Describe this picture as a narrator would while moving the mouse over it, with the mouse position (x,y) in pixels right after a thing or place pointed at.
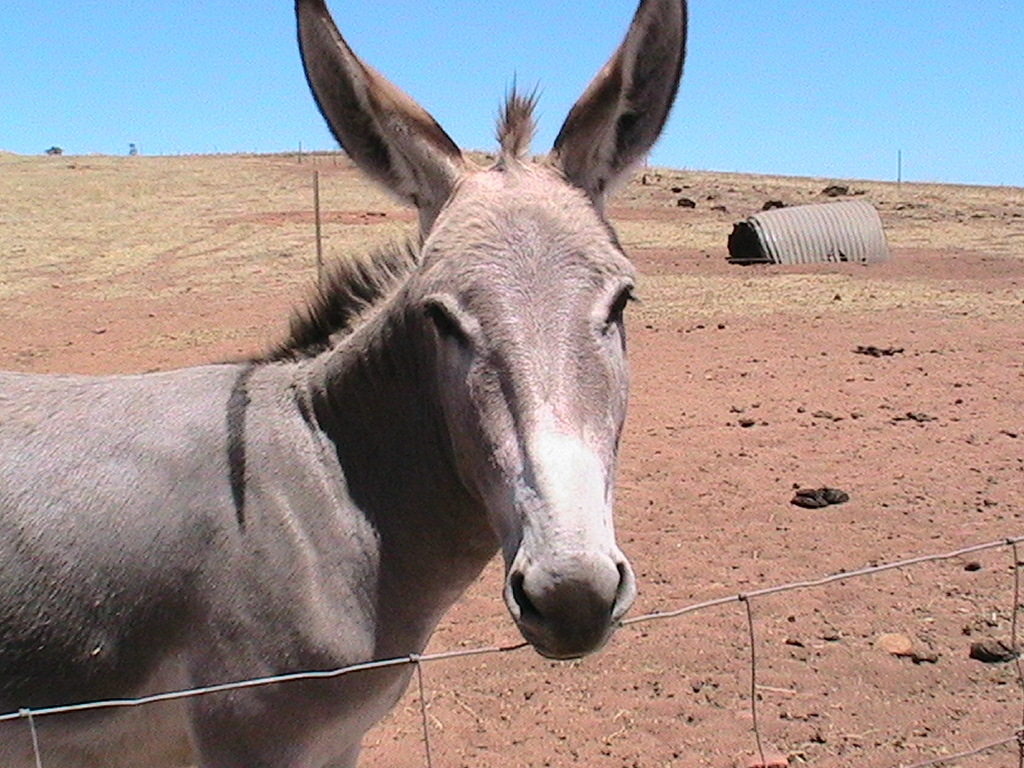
At the bottom of the image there is a wire fence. In the center of the image (462,445) we can see a donkey (391,434). In the background (531,60), we can see the sky (131,70), poles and a few other objects (771,233).
